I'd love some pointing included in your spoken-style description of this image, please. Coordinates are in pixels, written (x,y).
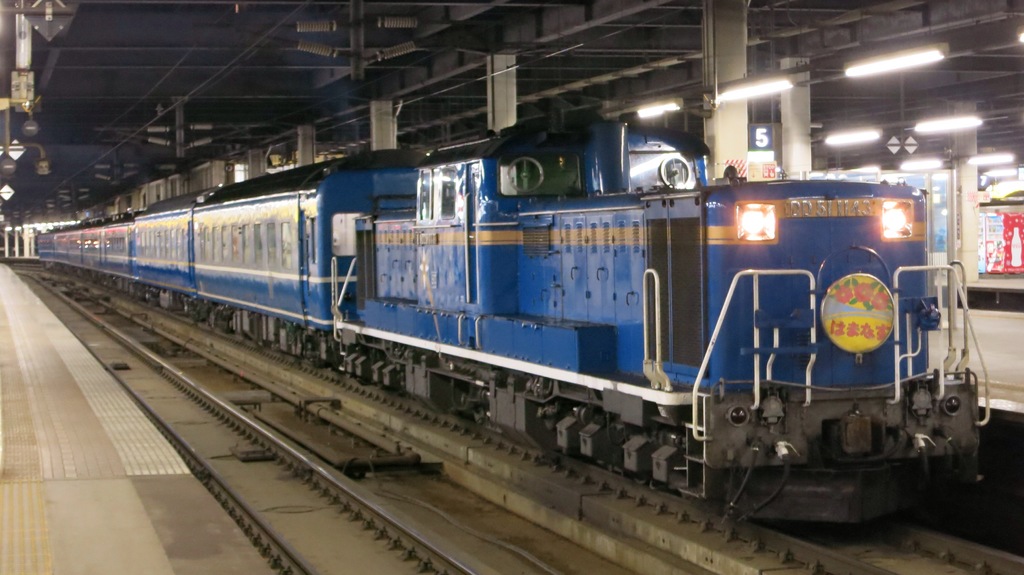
This image is taken in the railway station (60,167) and in the center (539,311), we can see a train (566,331) on the track (549,475) and in the background (1002,285), there are lights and we can see a floor (1002,323) and posters (1008,258). At the top (371,83), there is roof (103,58) and we can see some rods (510,66).
